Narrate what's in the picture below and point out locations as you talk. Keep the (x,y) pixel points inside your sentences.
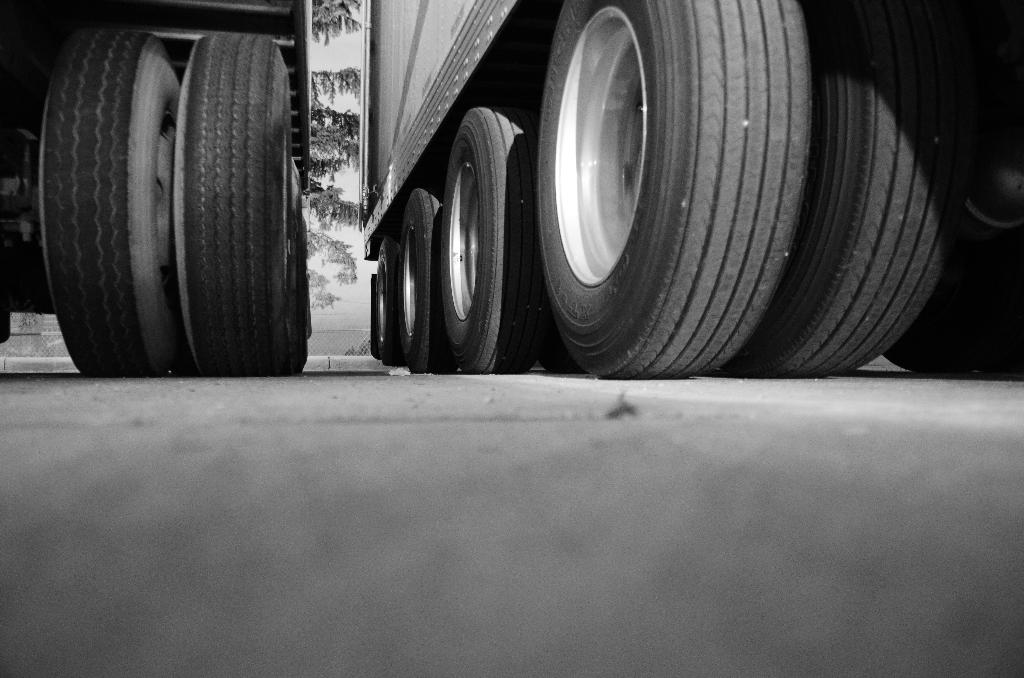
There are tyres (918,246) of 2 vehicles (438,33). Behind them there are trees (326,154).
